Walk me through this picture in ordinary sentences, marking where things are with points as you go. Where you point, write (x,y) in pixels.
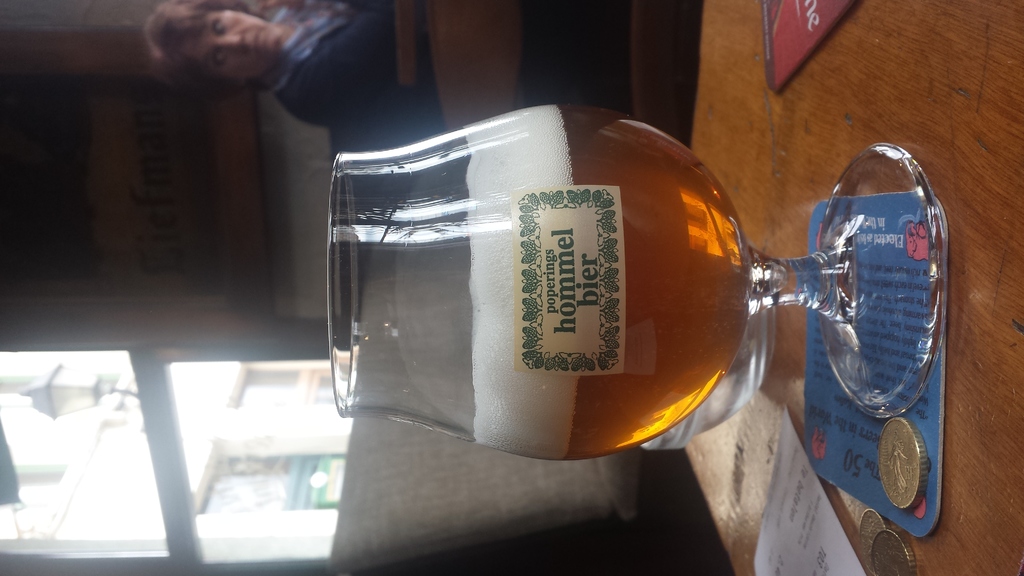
In this image I see a brown color table (985,424) on which there is a glass (457,169) and there is liquid (665,260) in it and I see a sticker (559,252) on the glass (504,157) and I see words (558,314) written on it and I see coins (919,468) and I see 3 papers (835,468). In the background (386,29) I see a woman (312,62) over here and I see the window (154,463) and through the glass (130,409) I see the light pole (93,388) over here.
